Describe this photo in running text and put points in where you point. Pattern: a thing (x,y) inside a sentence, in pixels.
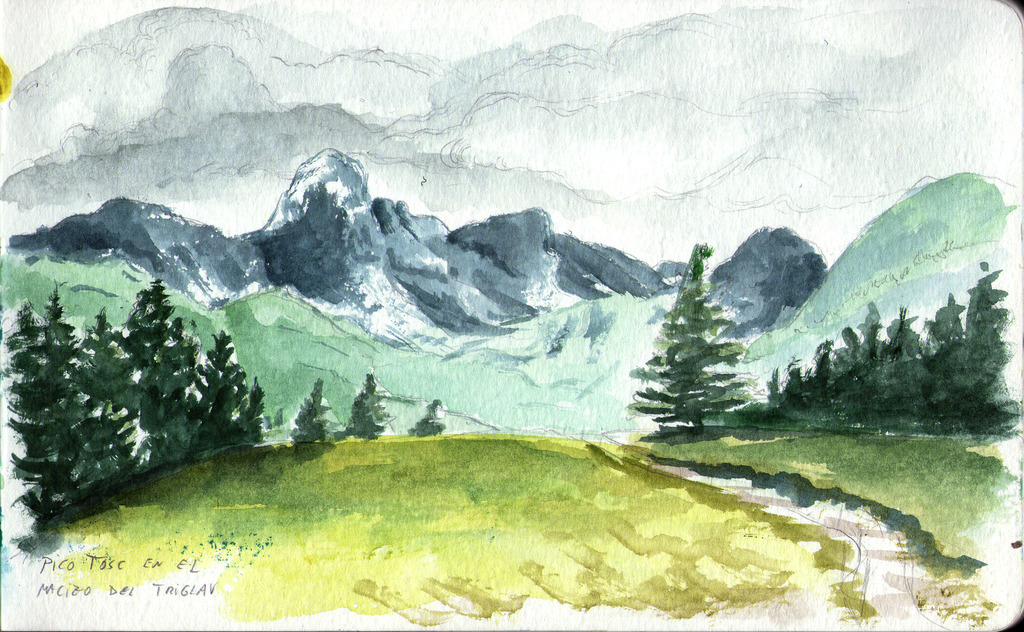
In this picture we can see painting (343,436) of trees (357,435), mountain (318,363) and sky (544,78). In the bottom left side of the image (45,566) we can see some text (45,566).
